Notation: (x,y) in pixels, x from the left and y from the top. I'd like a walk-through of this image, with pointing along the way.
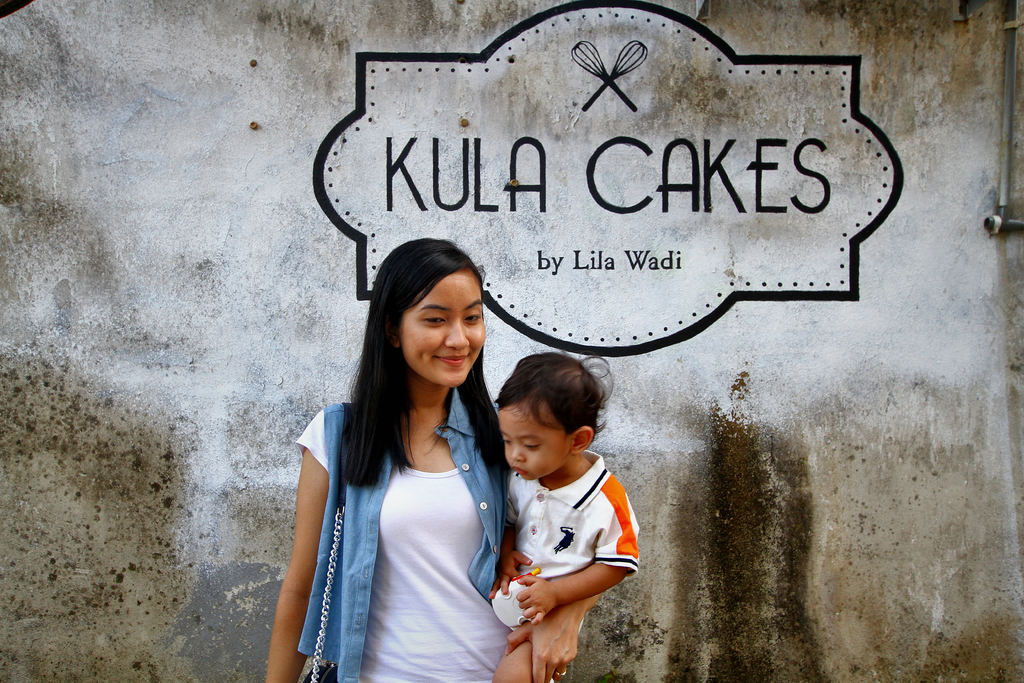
In the image there is a lady (430,555) with white t-shirt (404,511) and blue jacket (358,522) is standing and she is smiling. And she is holding a baby (545,575) in her hands (535,642). Behind her there is a wall (560,227) with painting (560,227) of logo (513,191) and something written on it.
